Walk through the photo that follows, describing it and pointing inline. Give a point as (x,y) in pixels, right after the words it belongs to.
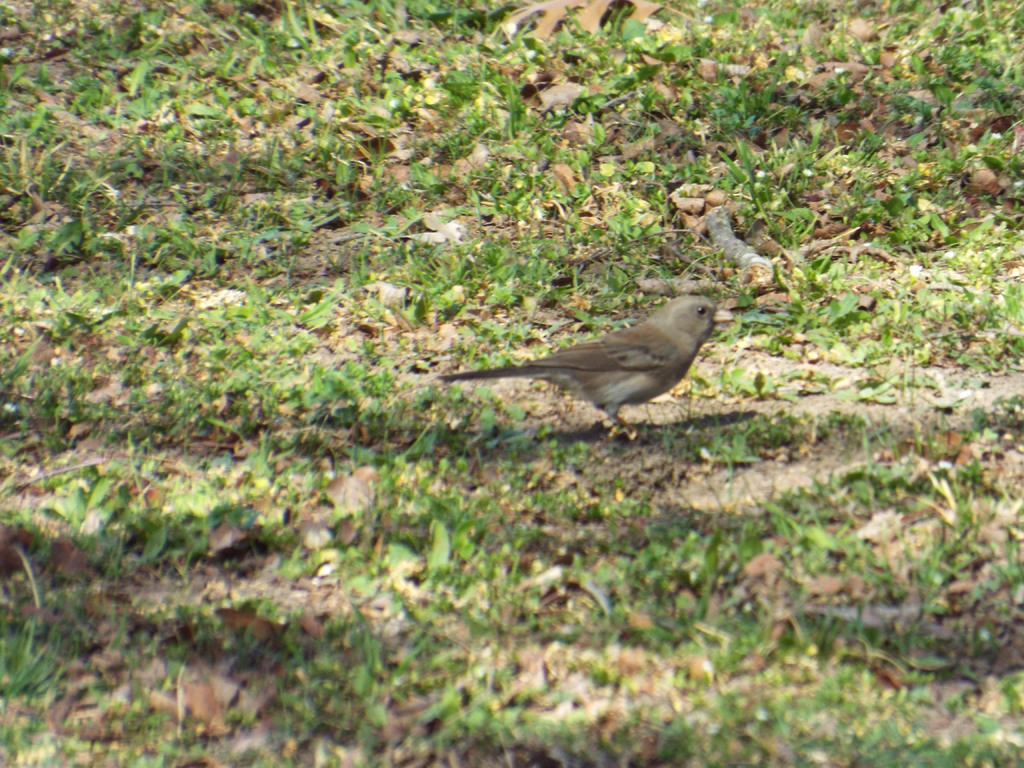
There is a bird (596,375) on the ground (552,410). On the ground (462,195) there are dried leaves (163,216) and grass (656,534).
